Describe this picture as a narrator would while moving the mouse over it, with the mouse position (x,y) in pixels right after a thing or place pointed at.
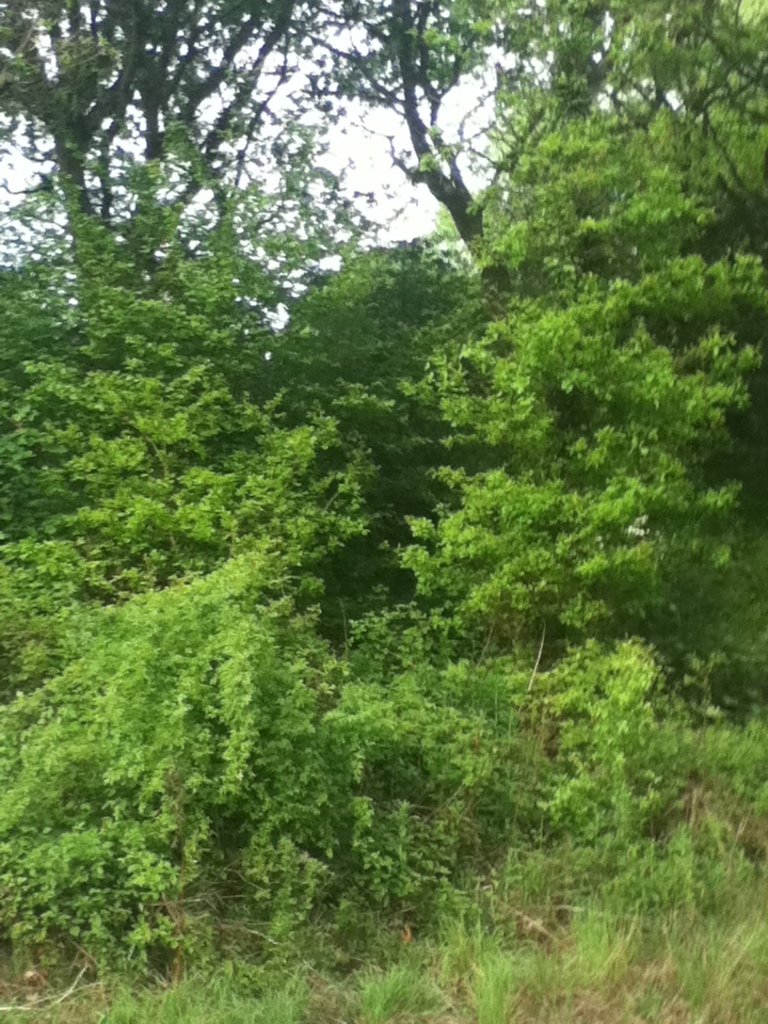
In this image we can see many trees (442,462) and plants (549,688). There is a sky (417,193) in the image.
